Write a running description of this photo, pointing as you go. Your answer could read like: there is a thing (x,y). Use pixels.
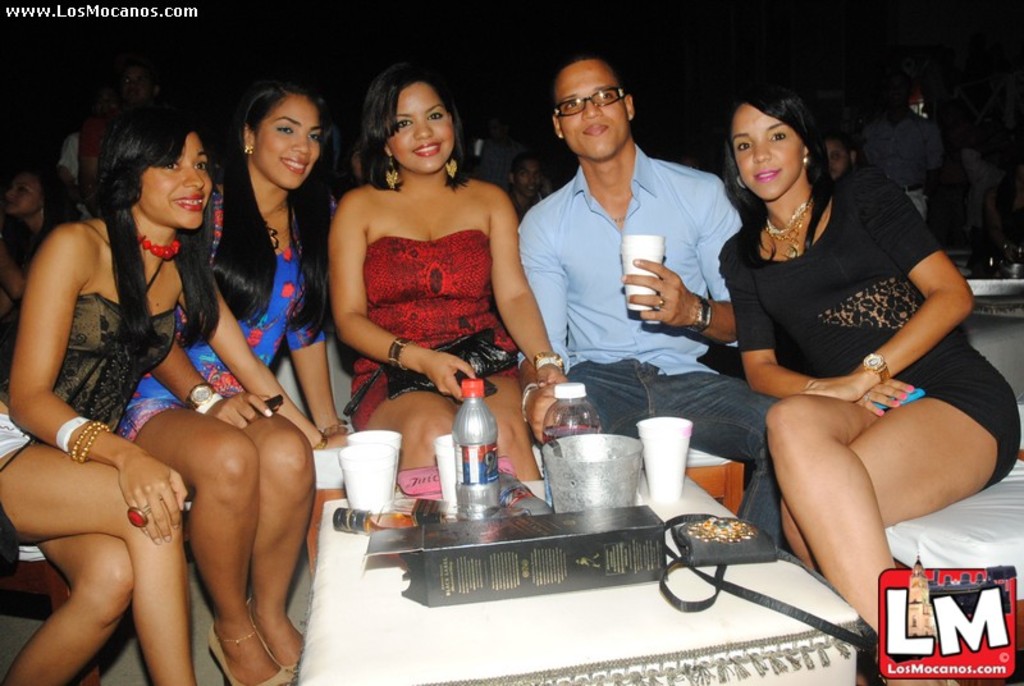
In the image we can see few persons (531,419) were sitting on the couch (690,463) around the table (404,644) and they were smiling. On table (617,658), we can see bottle (472,480), box (550,553), glasses (377,480) and bag (689,553). In the background (902,118) they were few persons (881,125) were standing.
